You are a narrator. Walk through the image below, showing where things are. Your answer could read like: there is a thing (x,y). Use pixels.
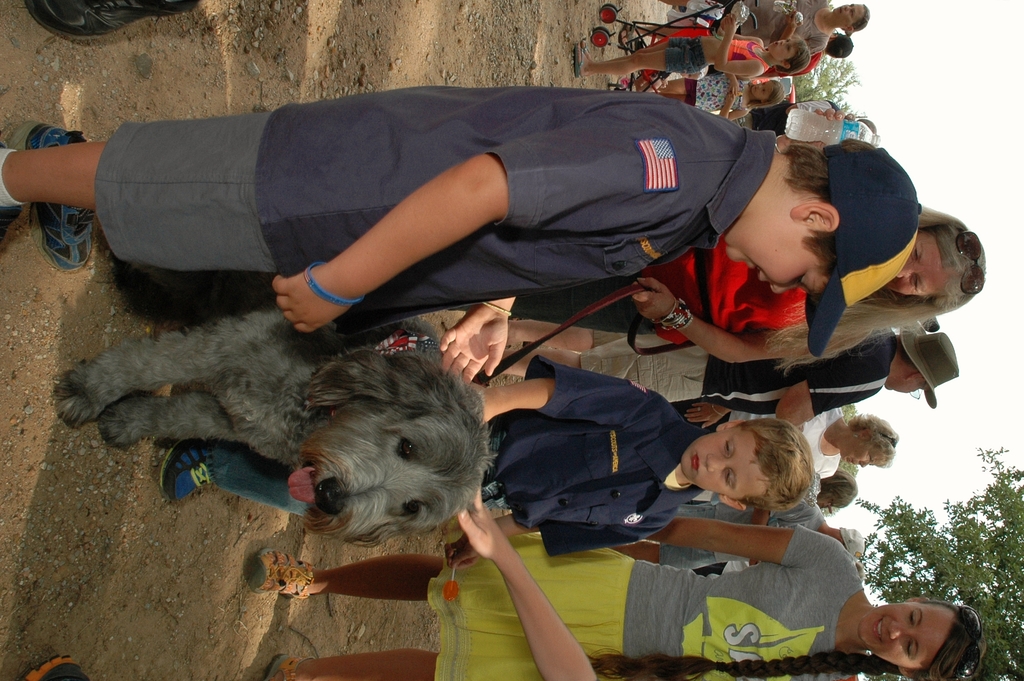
This image is clicked outside. There are many people (914,263) in this image. In the front (575,223), the boy (453,156) standing is wearing a blue shirt (294,144). Beside him there is a dog (320,387). At the bottom (618,630), there is a girl (579,604) standing and wearing a gray shirt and green skirt (500,611). In the background (933,560), there are trees (965,539) and sky (967,347).
